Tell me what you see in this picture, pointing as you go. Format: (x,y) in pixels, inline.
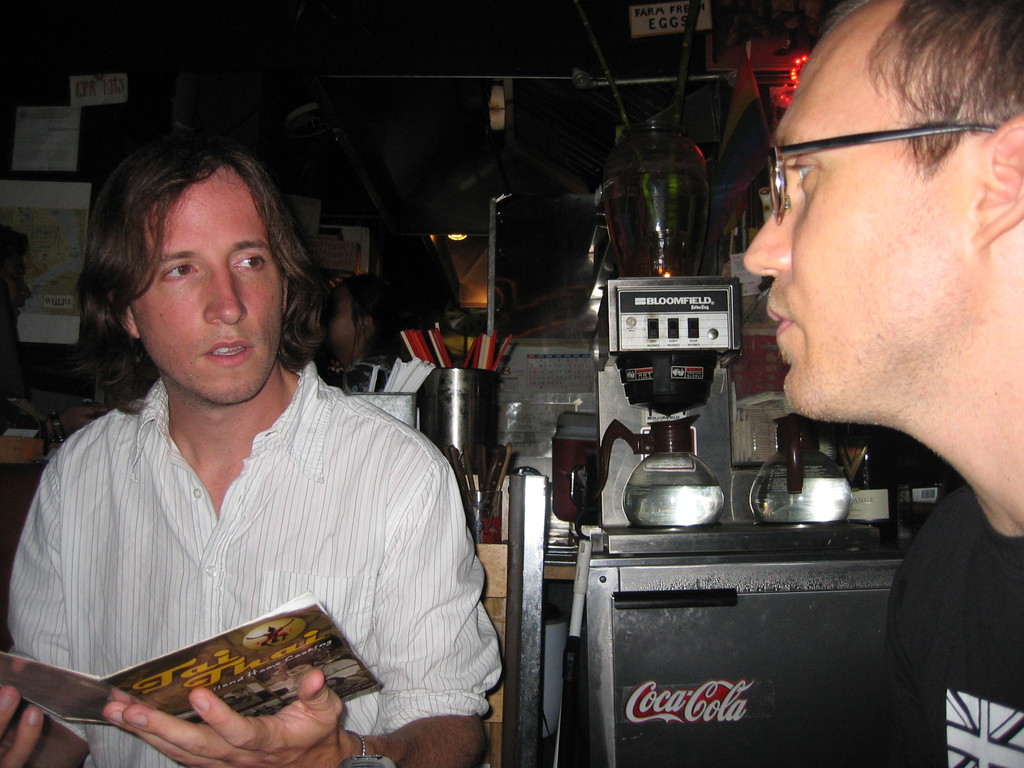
In this picture we can see two men (969,456) in the front (969,456), a man (300,498) on the left side (290,497) is holding a book (336,638), in the background (464,366) there is a pen stand (464,366), on the right side (686,488) we can see two machines (685,382), there are some papers (59,114) pasted on the left side (44,148).
